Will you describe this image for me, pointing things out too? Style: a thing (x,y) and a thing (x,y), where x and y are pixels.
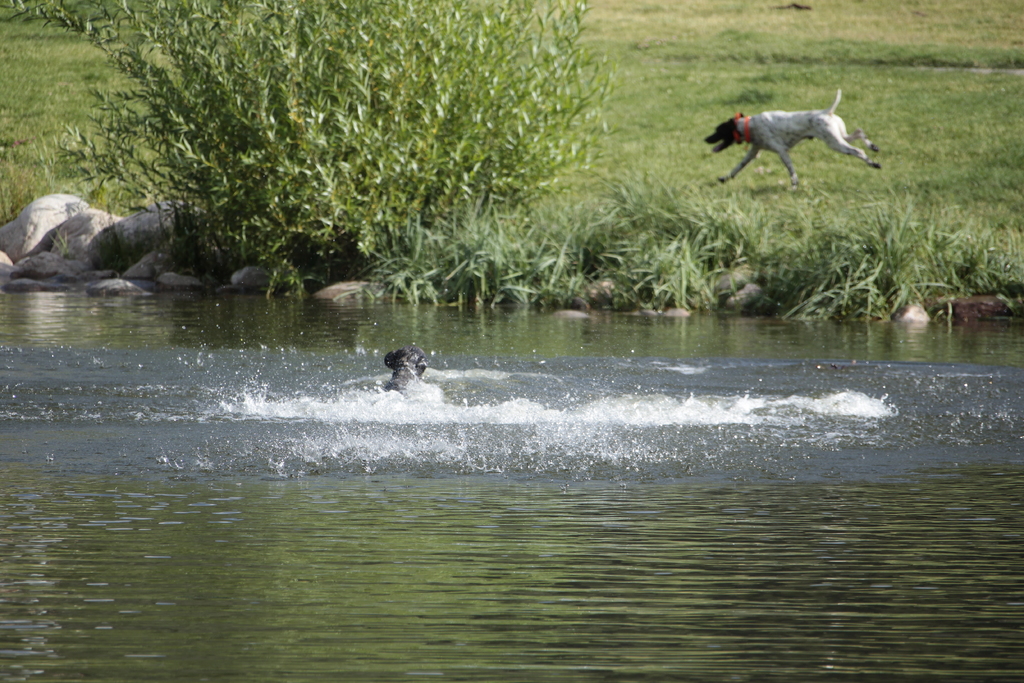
In this image there is an animal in the water (466,419), in front of the river (532,370) there are few rocks (157,210), trees (374,145) and a dog (751,137) running on the surface of the grass (772,162).
